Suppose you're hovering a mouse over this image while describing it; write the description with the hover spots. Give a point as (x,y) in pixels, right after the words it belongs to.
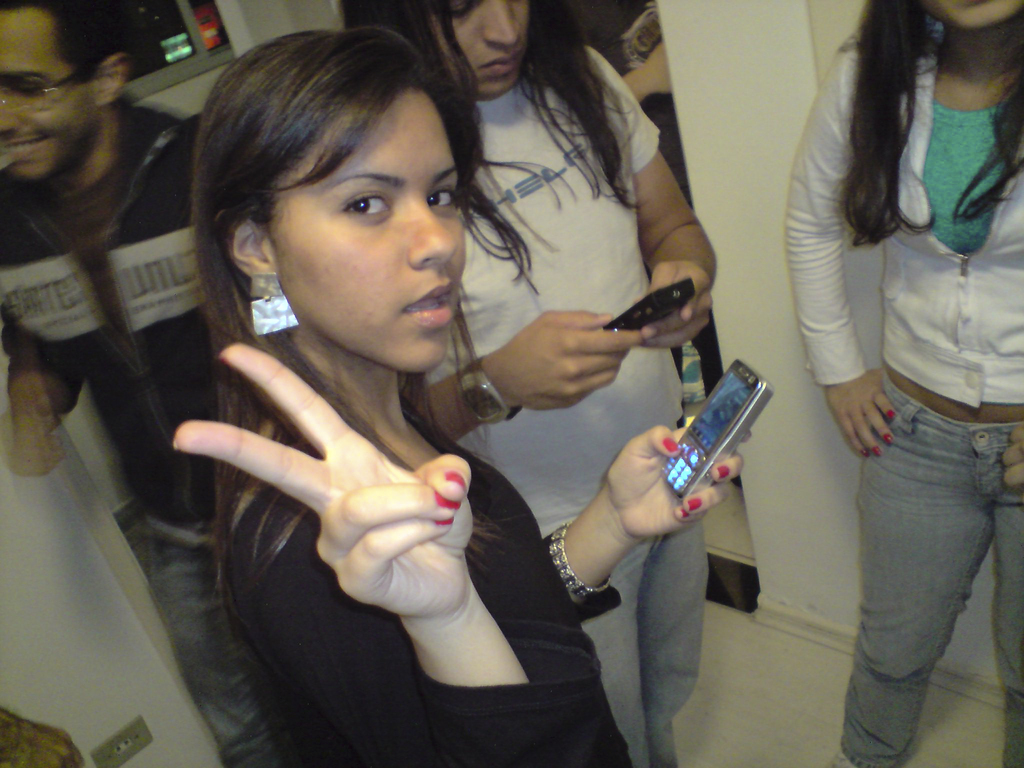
In this picture we can see four persons (387,66) were standing on floor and two of them holding mobile (748,418) with their hands (698,513) and here this man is smiling and in background (166,94) we can see wall (245,46), pillar (695,60).
